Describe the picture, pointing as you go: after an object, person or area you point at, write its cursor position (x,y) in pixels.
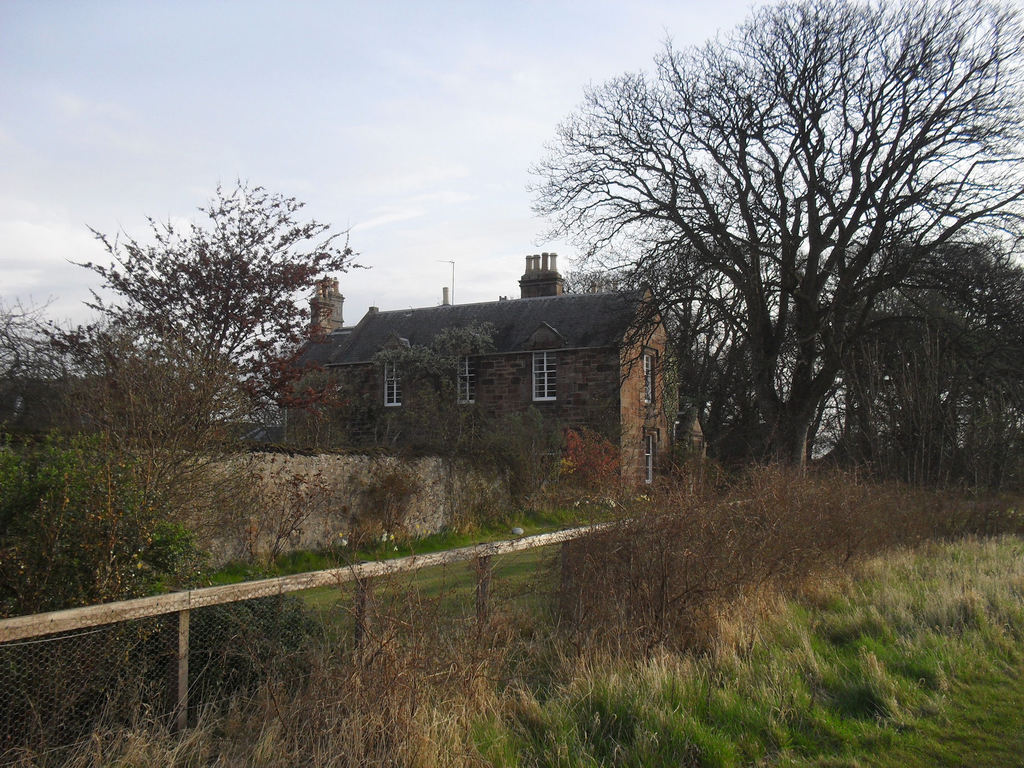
At the bottom (851,685), we see the grass (850,669) and the trees (737,592). Behind that, we see a fence (253,616). On the left side (214,425), we see the trees (171,516). On the right side (852,244), we see the trees (800,408). In the middle (431,342), we see a building (575,395) with a grey color roof (522,346). There are trees (216,421) in the background (779,437). At the top (358,87), we see the sky (521,168).
